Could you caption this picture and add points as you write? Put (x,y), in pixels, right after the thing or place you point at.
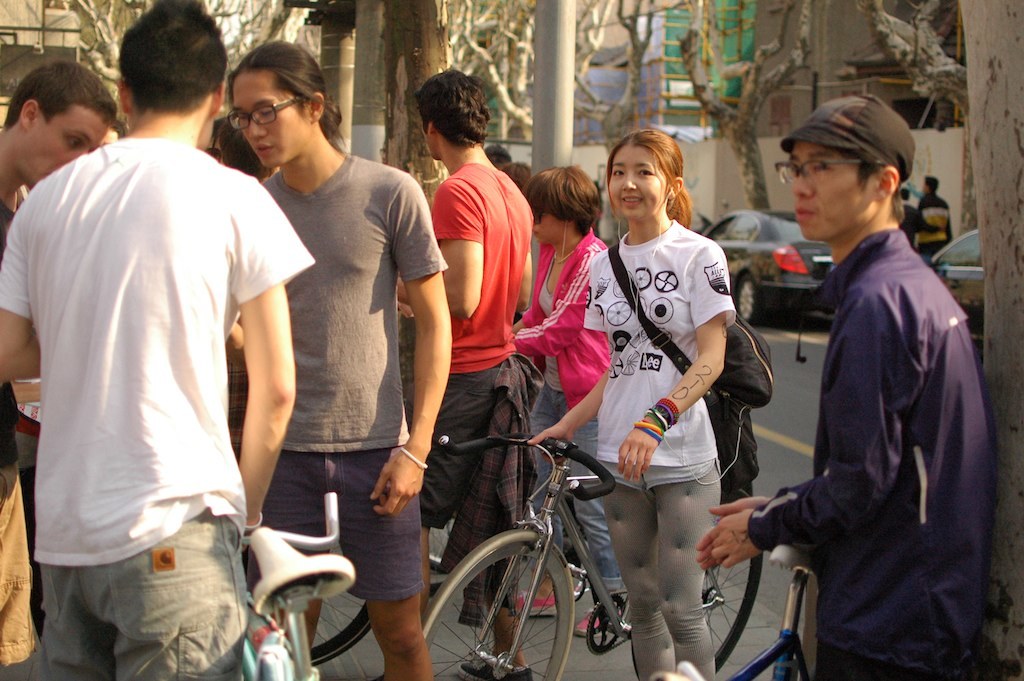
In the picture we can see some people (339,327) are standing and one girls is standing and holding a bicycle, she is wearing a white T-shirt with bag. In the background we can find poles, trees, wall (952,206) and a car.
